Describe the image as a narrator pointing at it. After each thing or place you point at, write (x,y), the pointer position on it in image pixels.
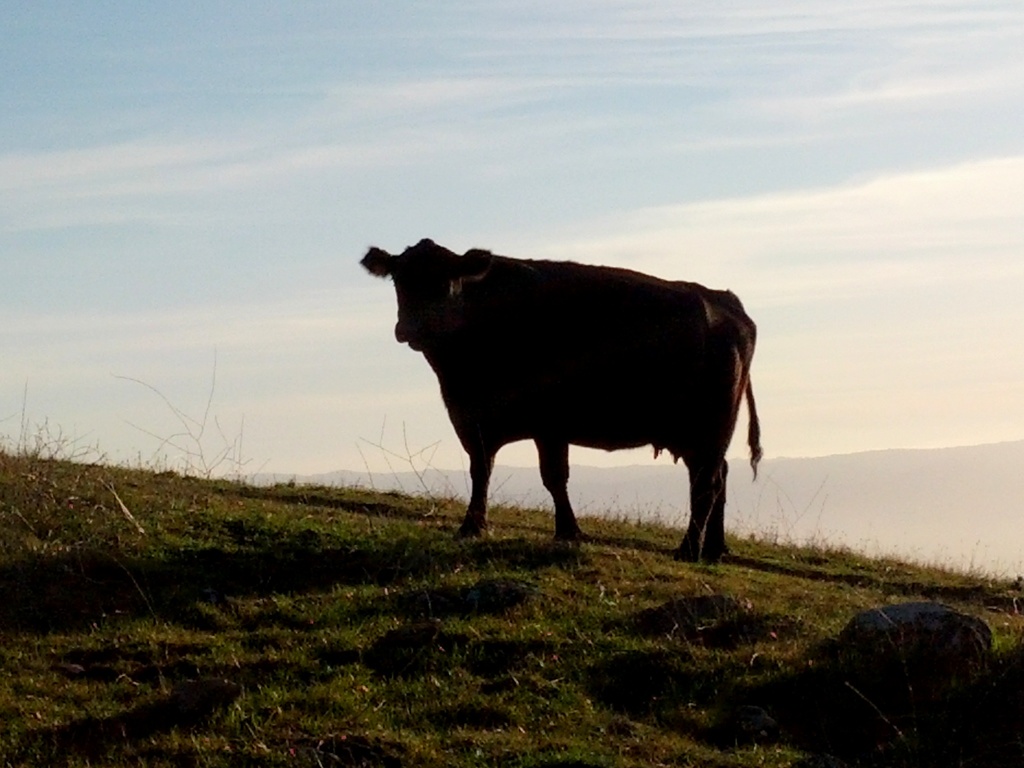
In the picture I can see a cow (694,335) on the grass (597,567). Here we can see stones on the right side of the image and in the background (756,516), we can see the hills (613,482) and the sky (427,429) with clouds (817,229).
